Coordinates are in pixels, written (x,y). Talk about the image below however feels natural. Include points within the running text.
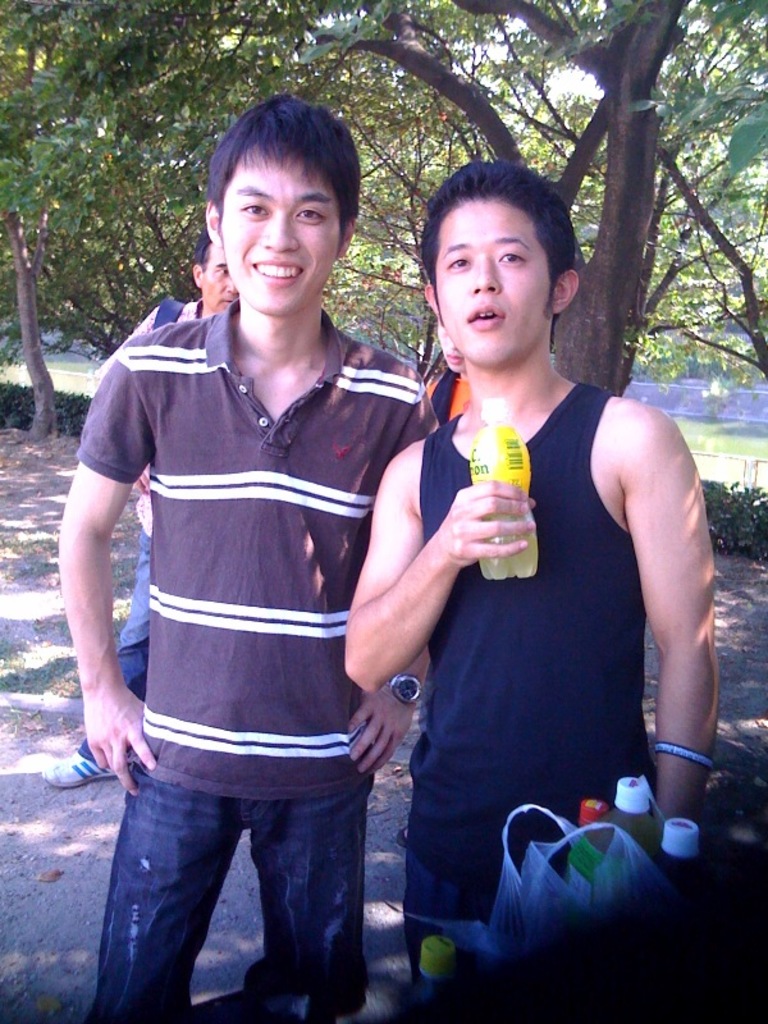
In this image I see 3 men (355,438) and a person (445,389) over here and I see that this man (327,363) is smiling and this man (473,432) is holding a bottle (495,466) in his hand (481,549) and I see few more bottles (688,842) over here and I see the path (75,460). In the background (79,412) I see the plants (747,509) and the trees (428,99).
